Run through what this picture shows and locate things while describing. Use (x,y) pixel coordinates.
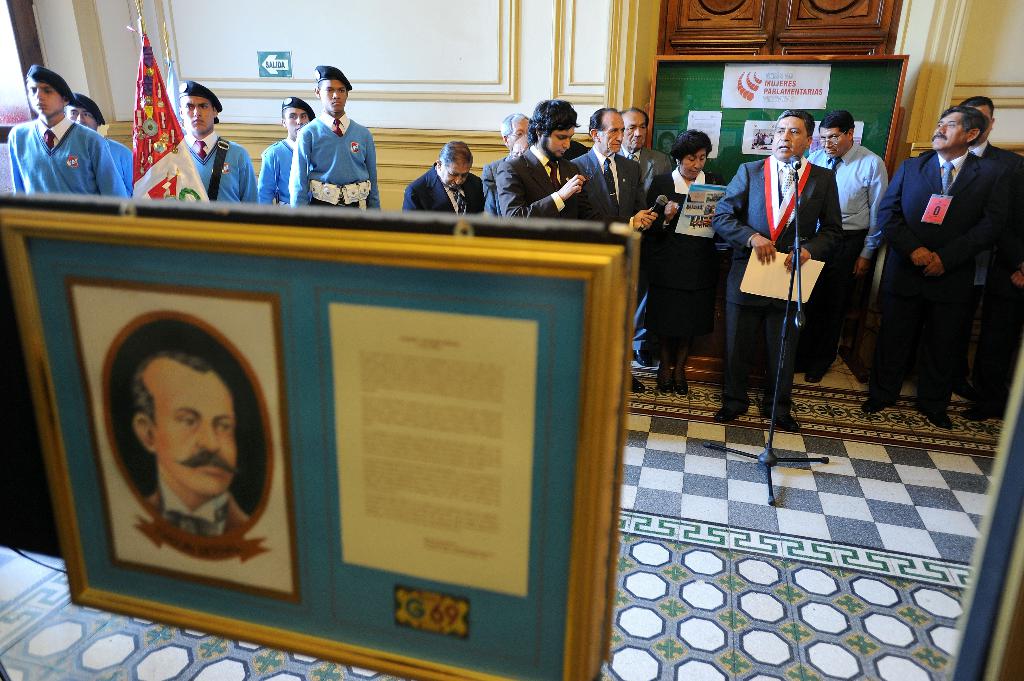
In this picture I see a board (370,380) in front (212,392) on which there is a man's picture (201,433) and in the background (356,154) I see the floor (963,453) on which there are number of people (693,234) and I see a tripod (800,285) on which there is a mic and on the left side of this image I see a flag (153,159) and I see the wall (529,114) behind these people (549,120).
